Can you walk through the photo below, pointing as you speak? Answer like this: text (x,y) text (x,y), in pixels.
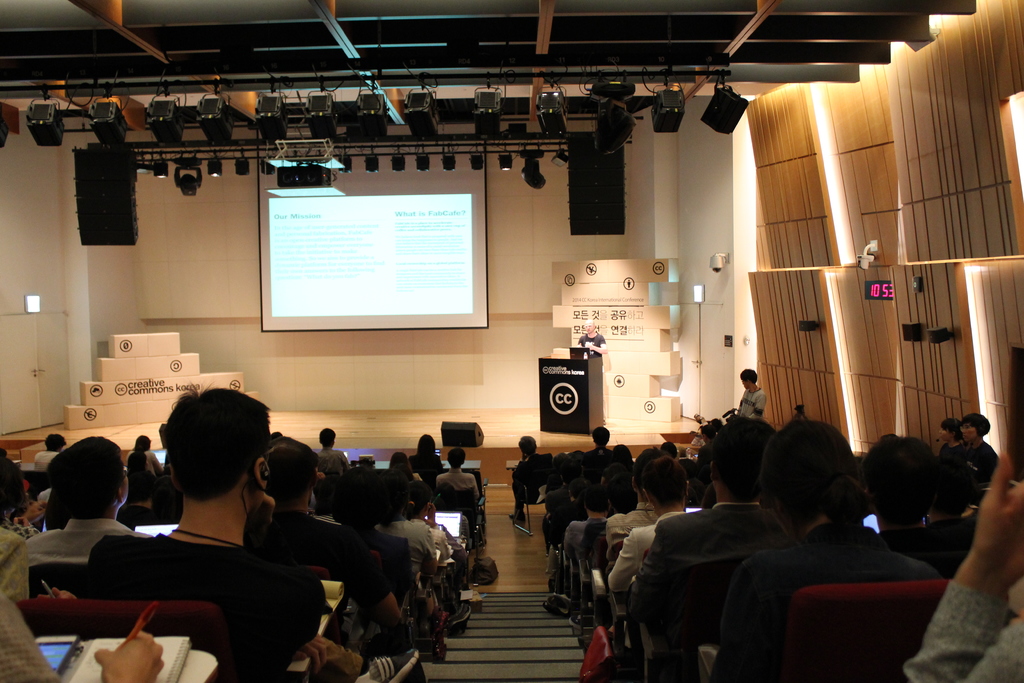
In this image I can see group of people (134,682) sitting and holding few pens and books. Background I can see a person (753,404) standing holding a camera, in front I can see a person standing in front of the podium (569,363). Background (21,246) I can see a projector screen (266,320) and the wall (75,272) is in white color.
